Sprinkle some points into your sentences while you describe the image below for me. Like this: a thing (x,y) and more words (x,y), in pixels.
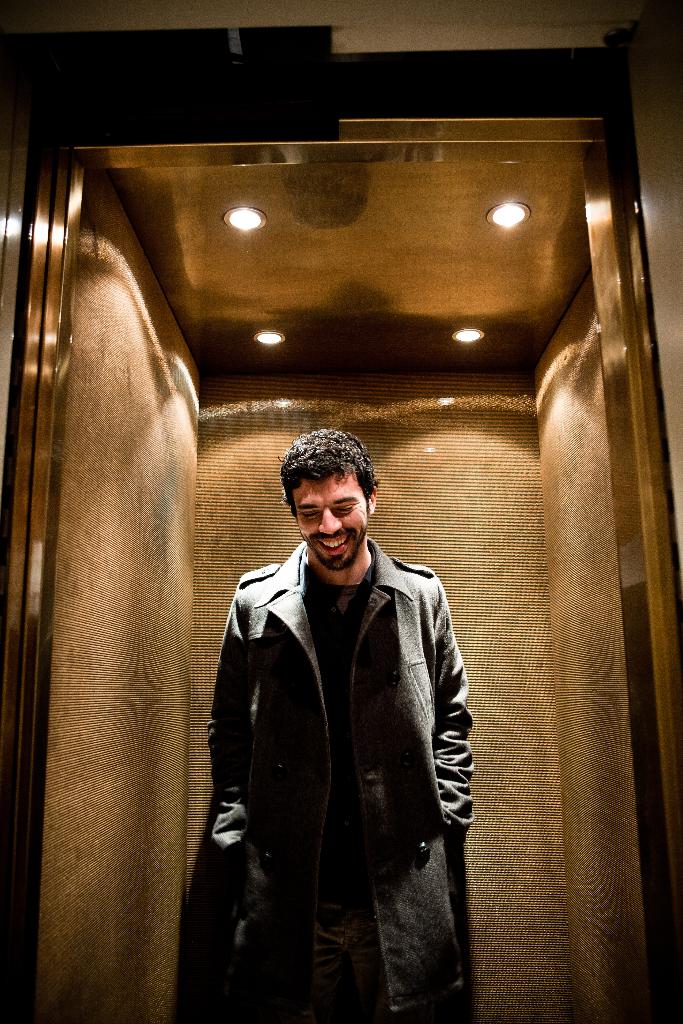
This image is taken in a lift (389,406). At the top of the image (585,8) there is a wall (606,27). In the middle of the image (319,497) a man (361,473) is standing and he is with a smiling face (344,542). In the background (465,601) there are a few walls (240,400) and there is a ceiling (412,240) with a few lights (497,212).
